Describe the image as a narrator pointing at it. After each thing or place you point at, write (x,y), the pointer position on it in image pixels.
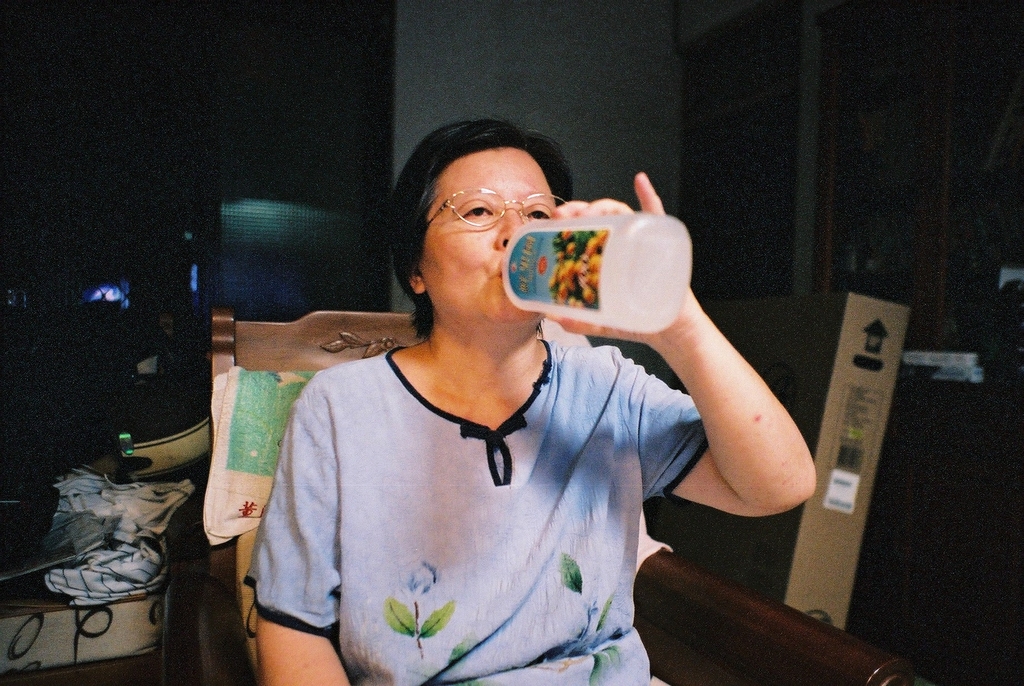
In this picture there is a woman (473,344) sitting on a chair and holding a bottle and we can see clothes (84,501), cardboard box (834,471) and objects (122,606). In the background of the image (235,184) it is dark.
